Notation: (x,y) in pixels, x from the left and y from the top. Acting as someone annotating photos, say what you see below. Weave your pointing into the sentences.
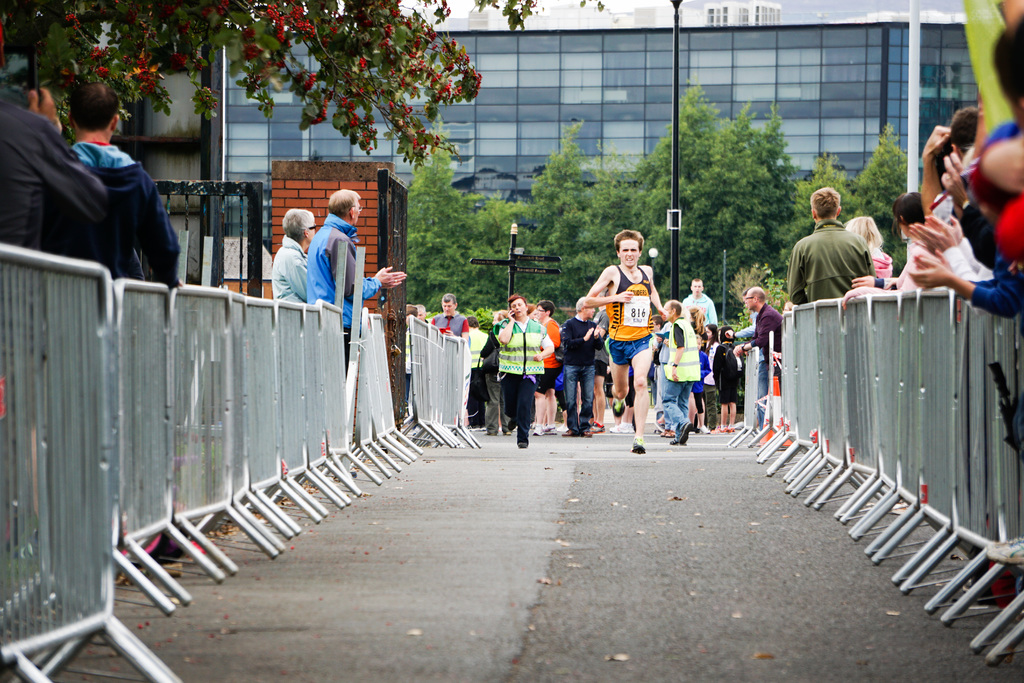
In this image at the bottom (636,567) there is a walkway (615,497), on the walkway (233,655) there is a person (641,338) who is running and on the right side (887,351) and left side (323,407) there is a fence (845,410) and some persons (813,249) are standing. And in the background (462,254) there are some trees (721,208), poles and buildings (337,159).
